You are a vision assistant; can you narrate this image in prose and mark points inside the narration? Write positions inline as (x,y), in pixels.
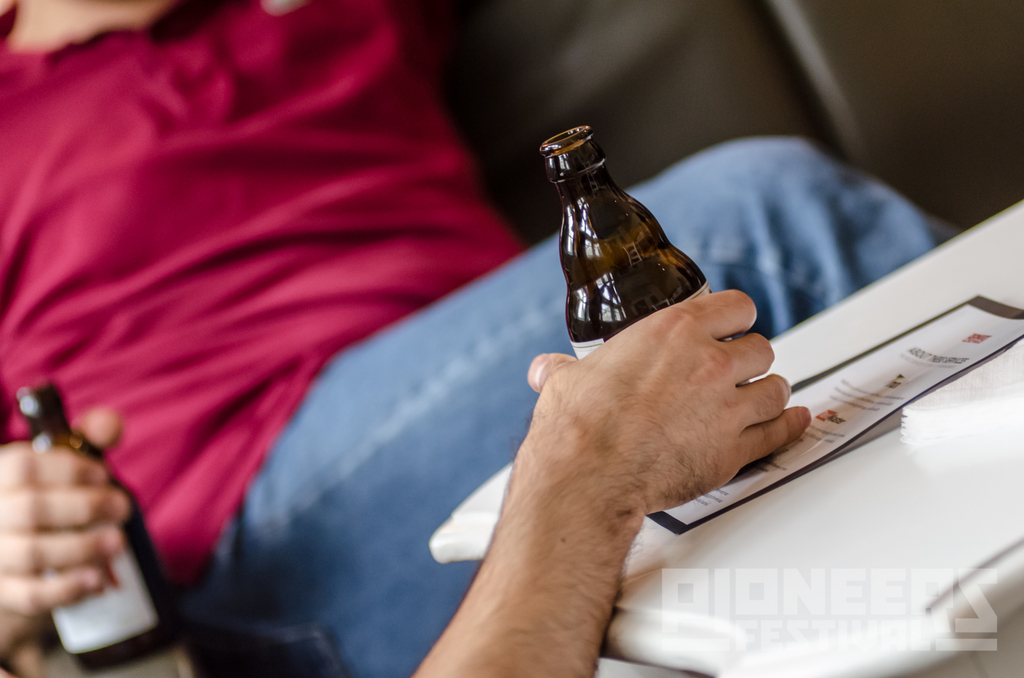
In this image I can see hands (26,447) of people (337,378) are holding bottles (111,595). I can also see a paper (803,459).
